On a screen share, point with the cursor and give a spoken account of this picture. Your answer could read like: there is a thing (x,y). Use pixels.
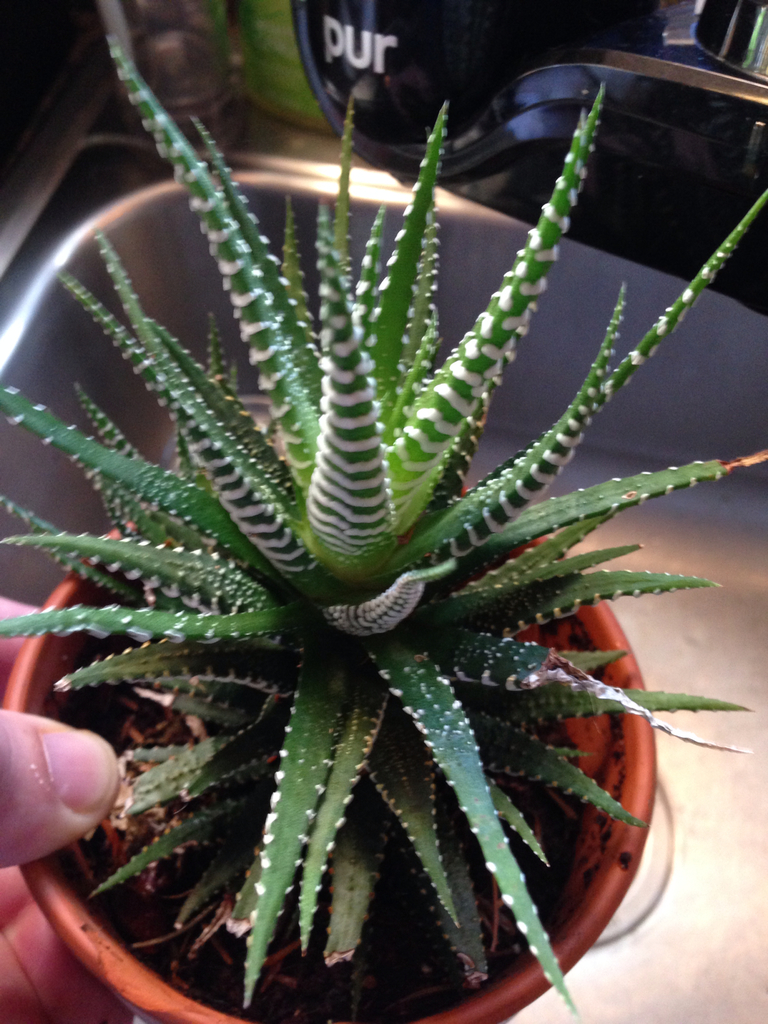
In the center of the image (298,541) there is a houseplant (227,788) in human hands (48,840). In the background (13,341) there is a sink (766,747).
